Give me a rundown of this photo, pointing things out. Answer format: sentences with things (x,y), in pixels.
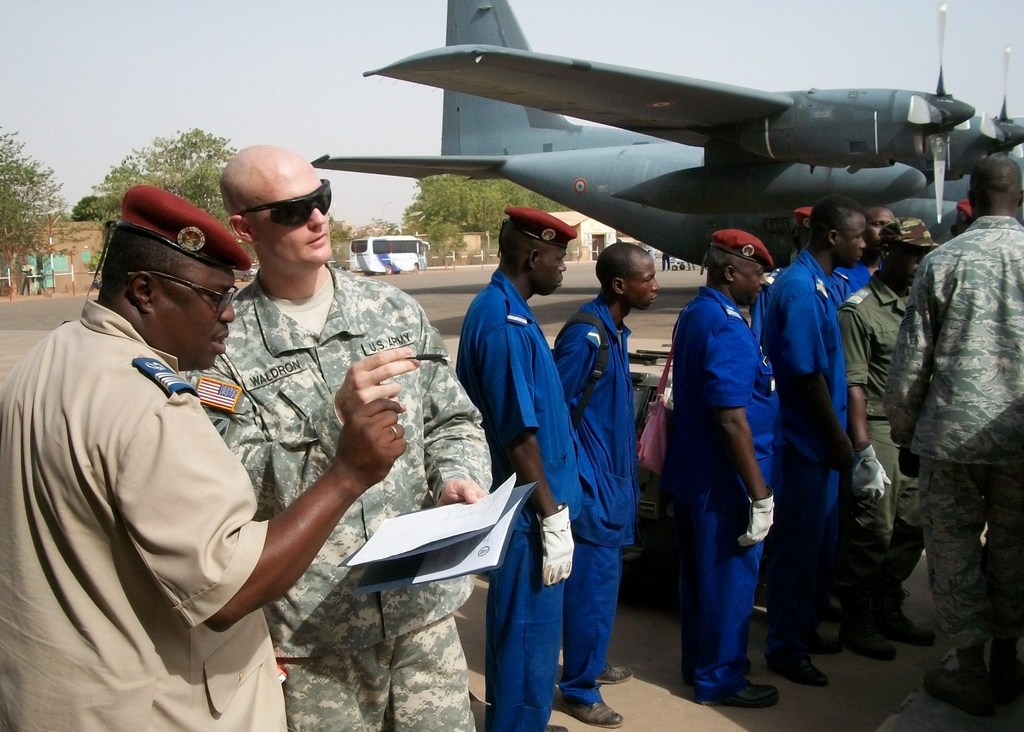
In this image there are two persons (313,320) standing, a person (370,604) holding the papers (396,537) and a file (482,539), and in the background (527,479) there are group of people (546,451) standing, an airplane (575,161), bus (415,260), sheds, trees (435,239), poles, sky (235,82).
